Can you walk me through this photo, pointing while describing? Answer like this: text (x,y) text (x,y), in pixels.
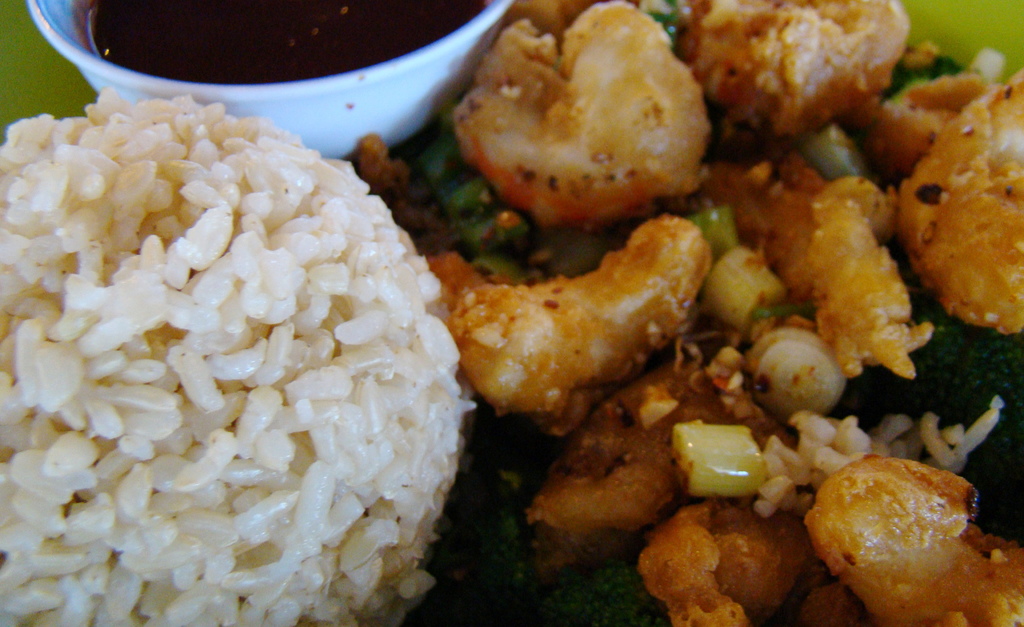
In this image I can see a food items (416,265). I can see a sauce (317,75) in the white color bowl (363,108). Food (591,211) is in brown, white and green color.
